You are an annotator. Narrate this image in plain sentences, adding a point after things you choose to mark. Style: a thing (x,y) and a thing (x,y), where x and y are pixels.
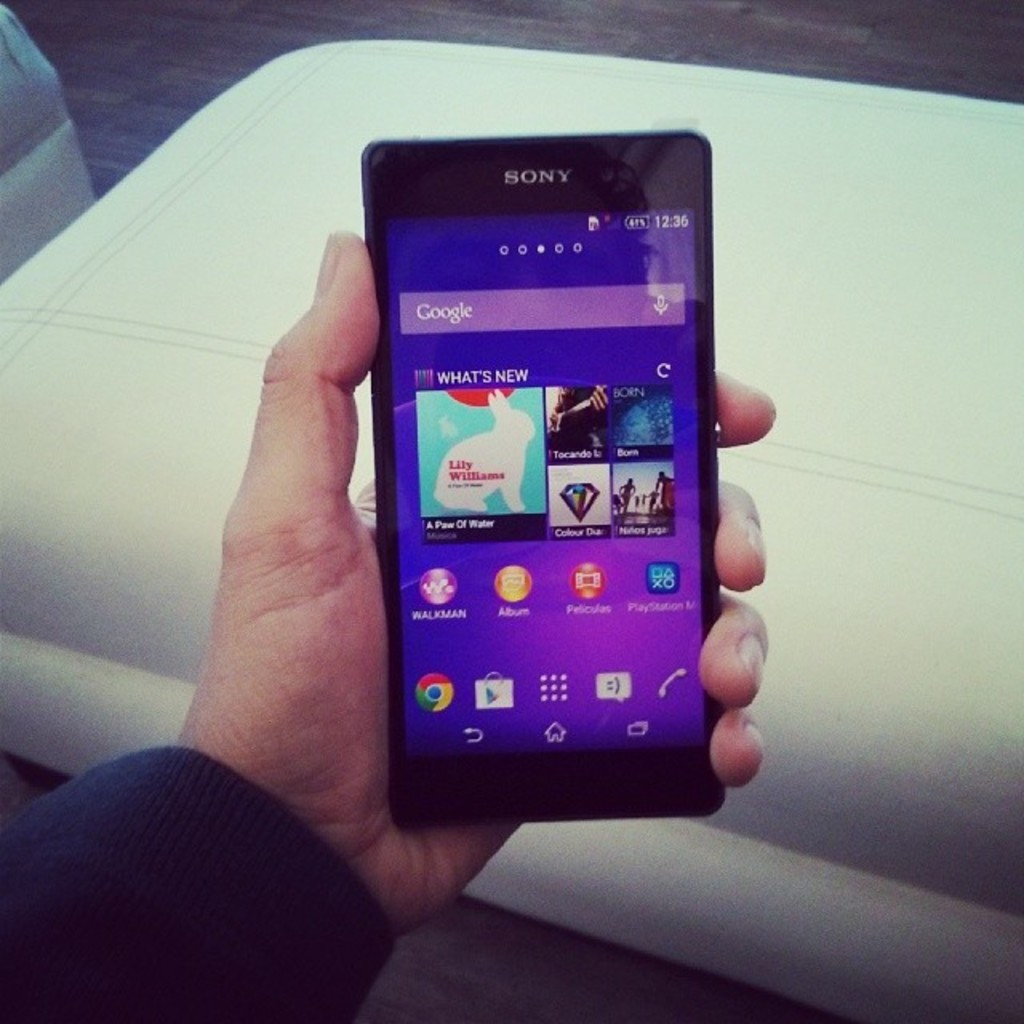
At the bottom of this image (317,690), there is a hand (310,549) of a person (53,1009) holding a mobile phone (477,818) which is having a screen (688,400). Behind this mobile (645,656), there is an object (963,611). And the background (1002,48) is gray in color.
